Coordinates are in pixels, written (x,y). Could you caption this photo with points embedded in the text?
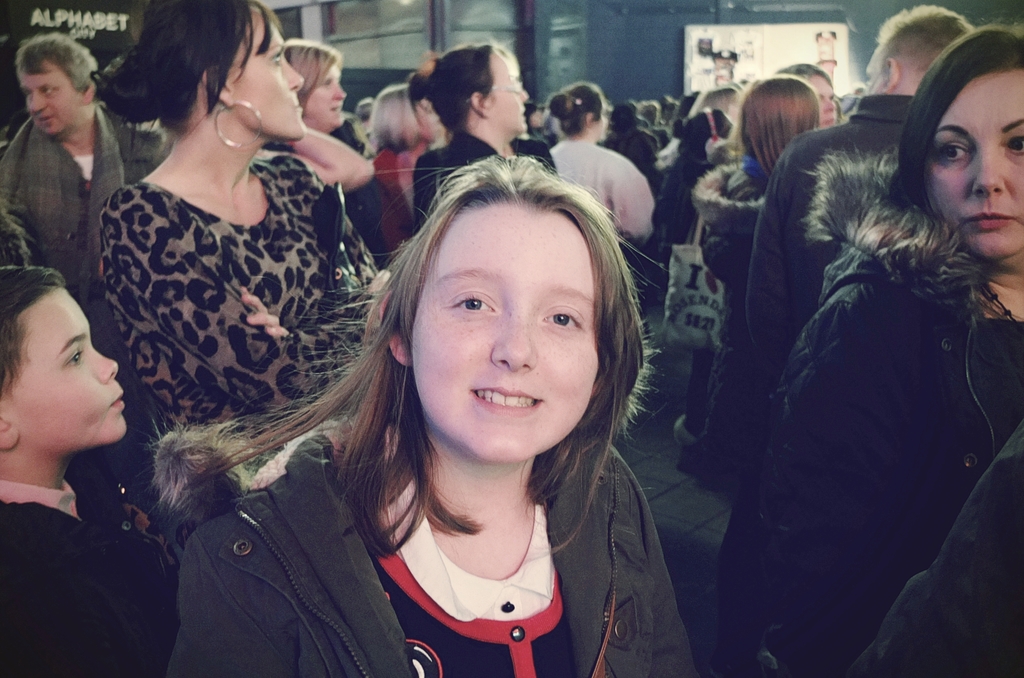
In this picture we can see a girl (396,445) smiling and at the back of her we can see a group of people (589,147) standing on the floor (672,476), wall (662,10), some objects (681,335).
